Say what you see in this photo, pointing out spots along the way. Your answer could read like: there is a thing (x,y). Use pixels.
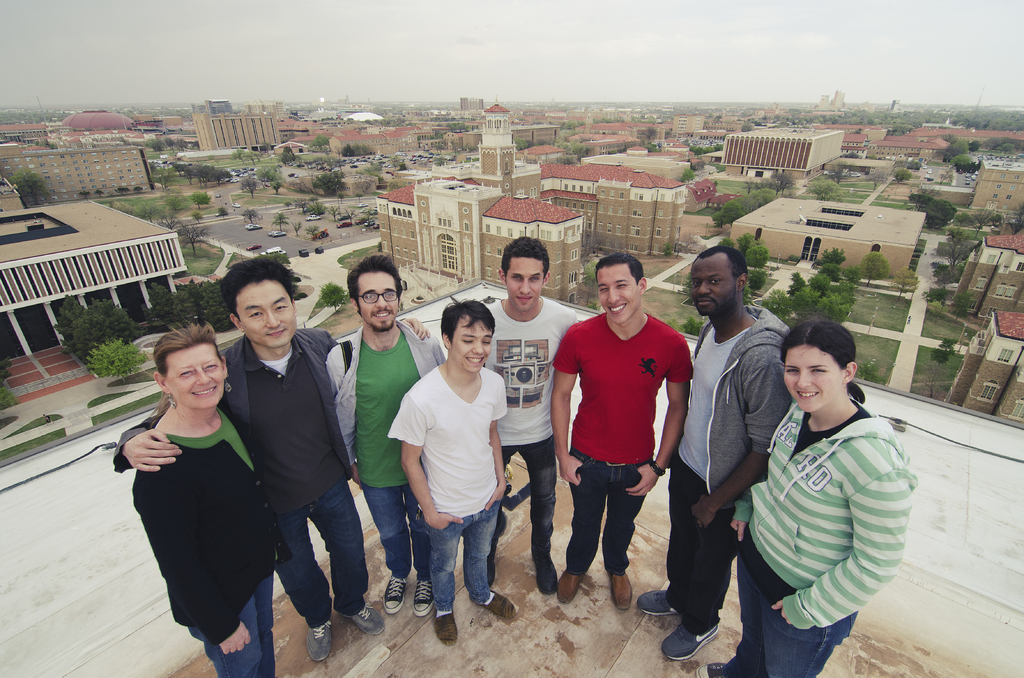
In this image, we can see some trees (825,284) and buildings (445,213). There are some people (492,527) in the middle of the image (381,404) standing and wearing clothes (387,525). At the top of the image (519,40), we can see the sky (389,42).
